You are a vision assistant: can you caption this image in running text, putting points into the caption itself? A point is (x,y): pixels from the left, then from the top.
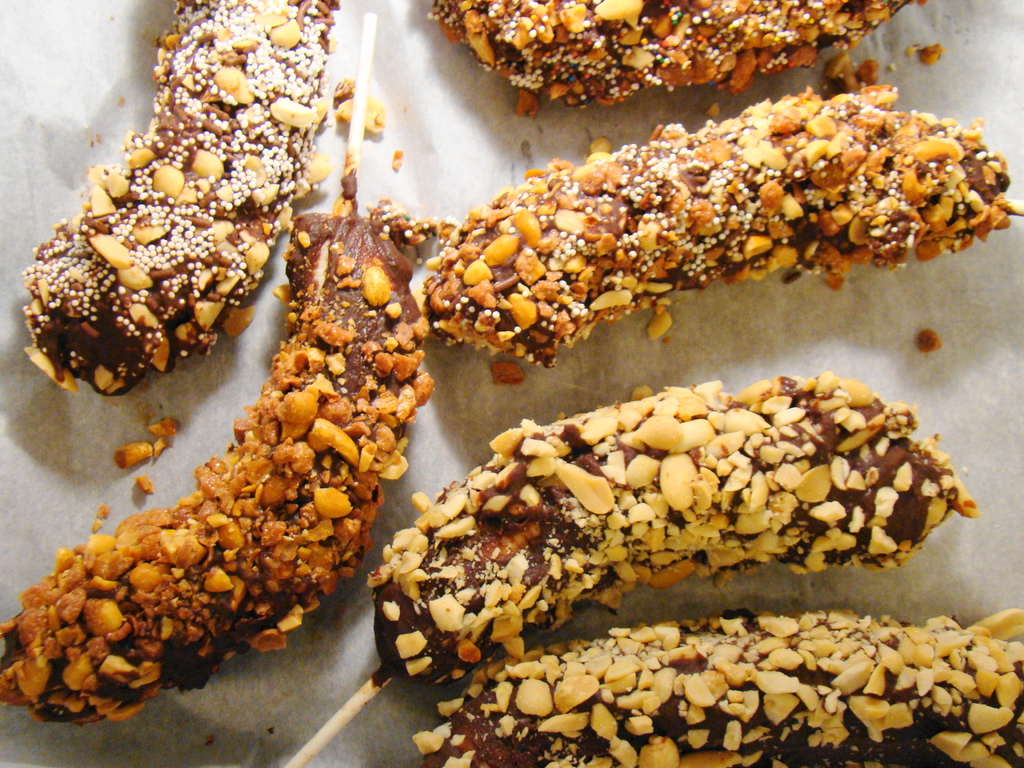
In this image I can see the white colored surface (743,346) and on it I can see few food items (670,220) which are brown, orange, white and cream in color. I can see sticks (369,697) to them.
